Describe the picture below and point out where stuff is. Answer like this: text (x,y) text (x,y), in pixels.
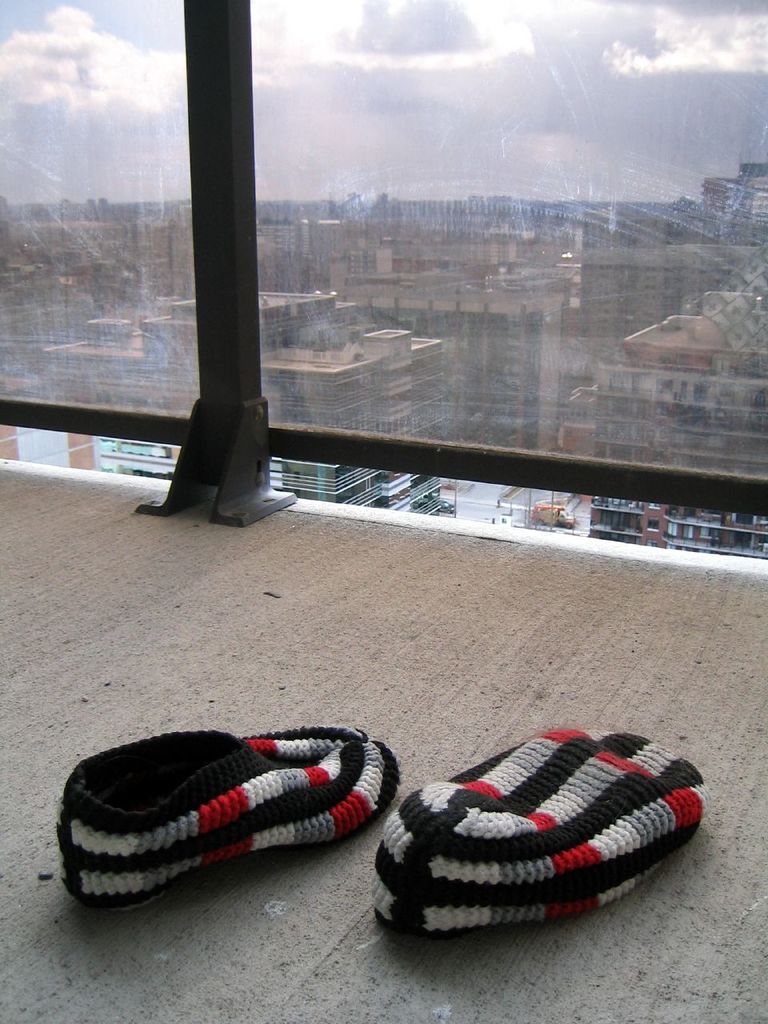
In this picture, we can see a pair of footwear (284,822) on the floor (265,893). Behind the footwear (317,799), there is the transparent glass material (273,254). Behind the transparent glass (402,268) there are buildings (412,223) and the sky (425,115).
